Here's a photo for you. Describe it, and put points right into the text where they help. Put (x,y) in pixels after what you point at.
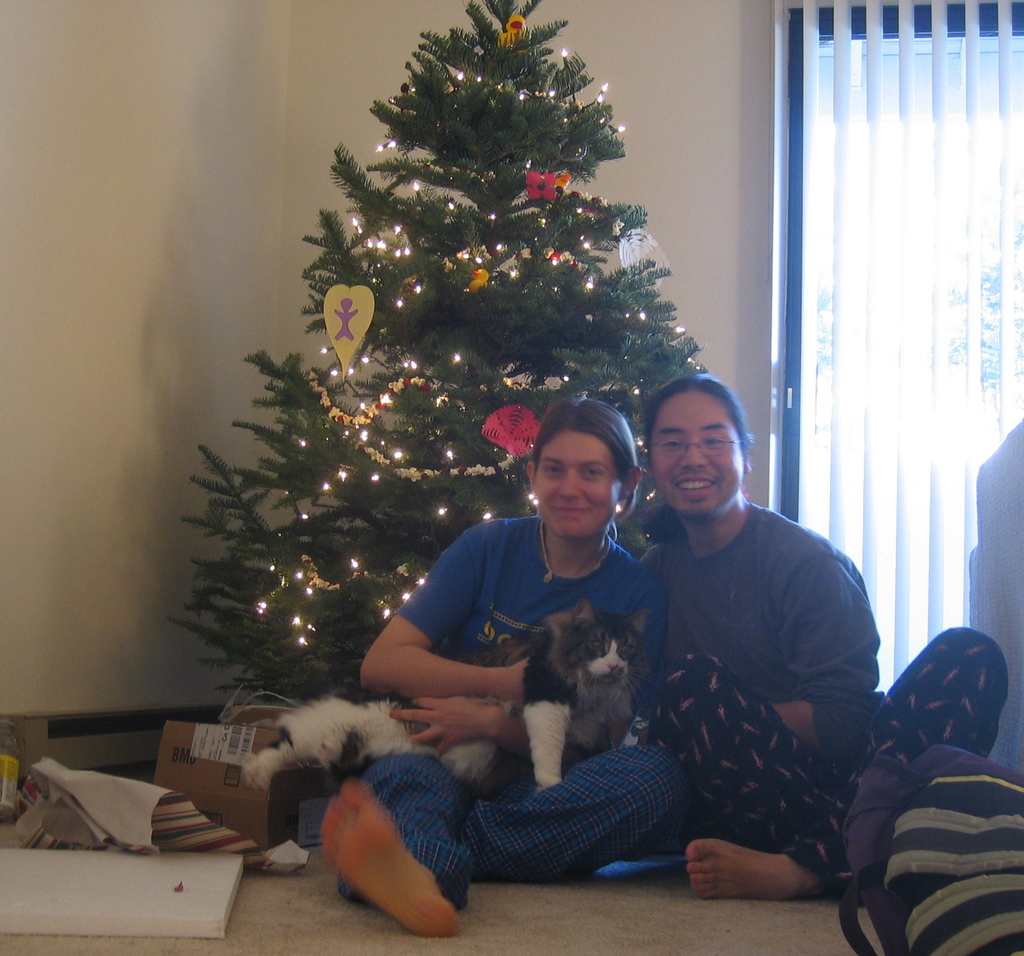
In this image there are two people (739,695) sitting and one person (555,473) is holding a cat (608,684), and at the bottom (257,936) there is floor (37,940). On the floor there are some boxes (183,771), clothes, board (147,893) and some objects (931,847). And in the background (464,251) there is a christmas tree (396,562), window (876,149) and wall (172,276).
